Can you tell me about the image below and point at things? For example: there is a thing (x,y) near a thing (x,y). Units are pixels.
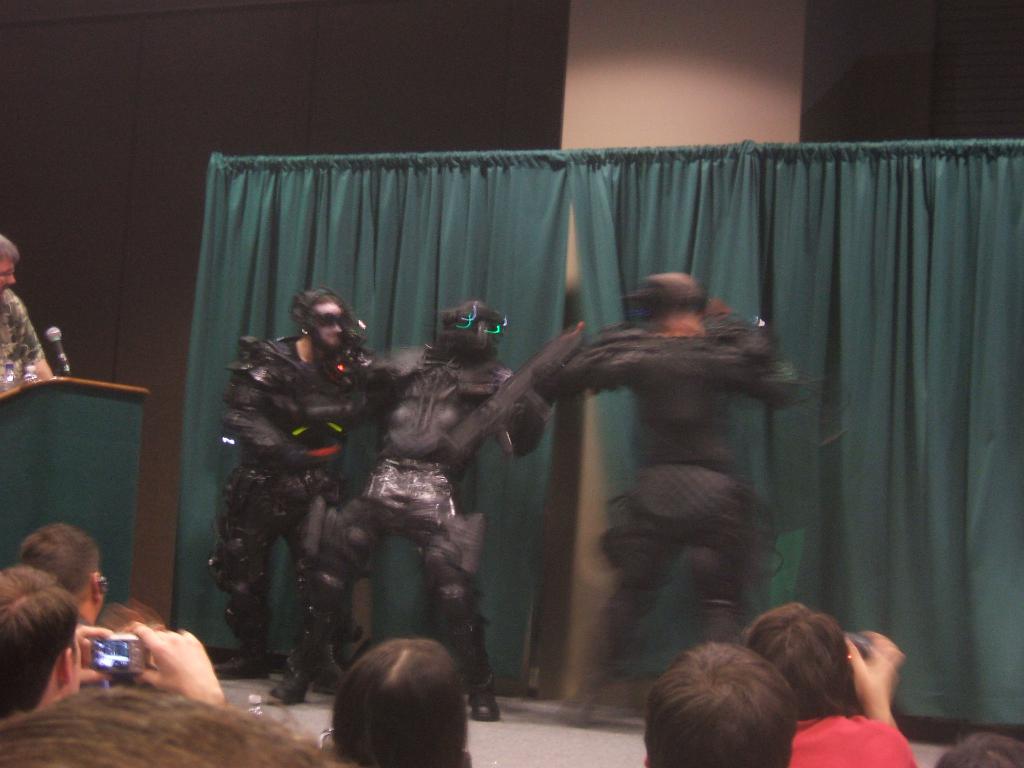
In this picture in the front (169,665) there are persons (790,634) and in the left (103,423) there is a podium (93,412) and on the top of the podium (53,394), there is a mic (63,370) and there are persons (670,428). In the background (510,244) there is a curtain (603,229) which is green in colour and there is a wall (666,98). In the front (106,663) on the left side (56,658) there is a person (54,654) holding camera (134,650) in his hand (86,649).
